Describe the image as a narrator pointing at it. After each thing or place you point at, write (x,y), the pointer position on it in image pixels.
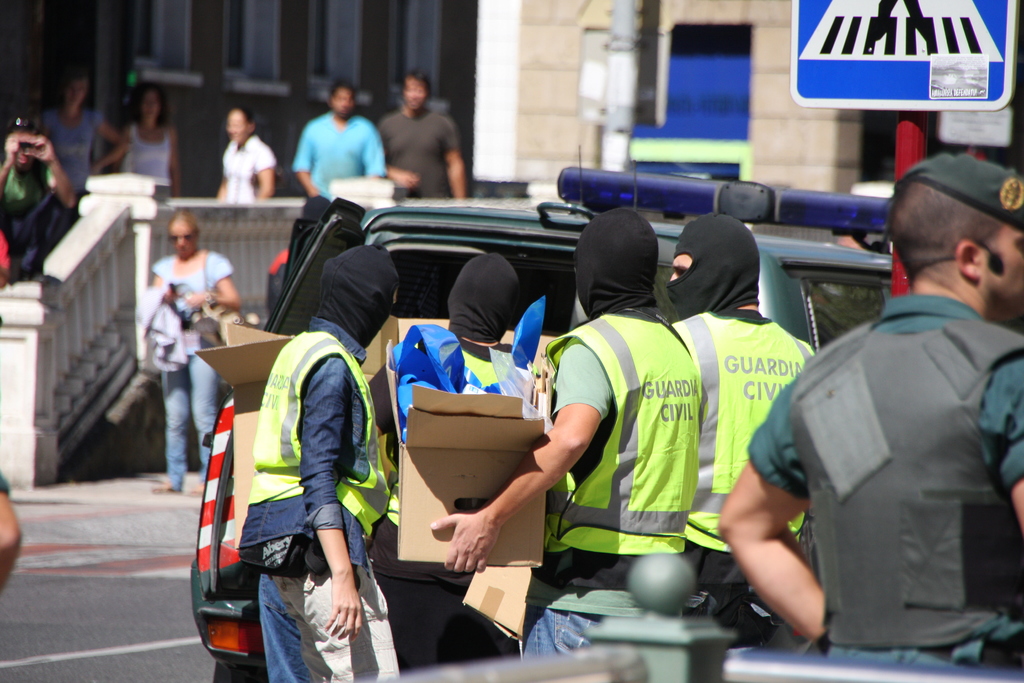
This picture shows few people (892,397) standing and we see couple of buildings (790,129) and a sign board (1005,7) and we see few people (644,427) holding boxes (426,460) in their hands (456,528) and they wore clothes (475,299) to their faces (362,301) and we see a man (868,381) he wore a cap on his head (931,225) and a jacket (910,462) and we see a woman (199,376) walking and she wore a handbag (212,340).
